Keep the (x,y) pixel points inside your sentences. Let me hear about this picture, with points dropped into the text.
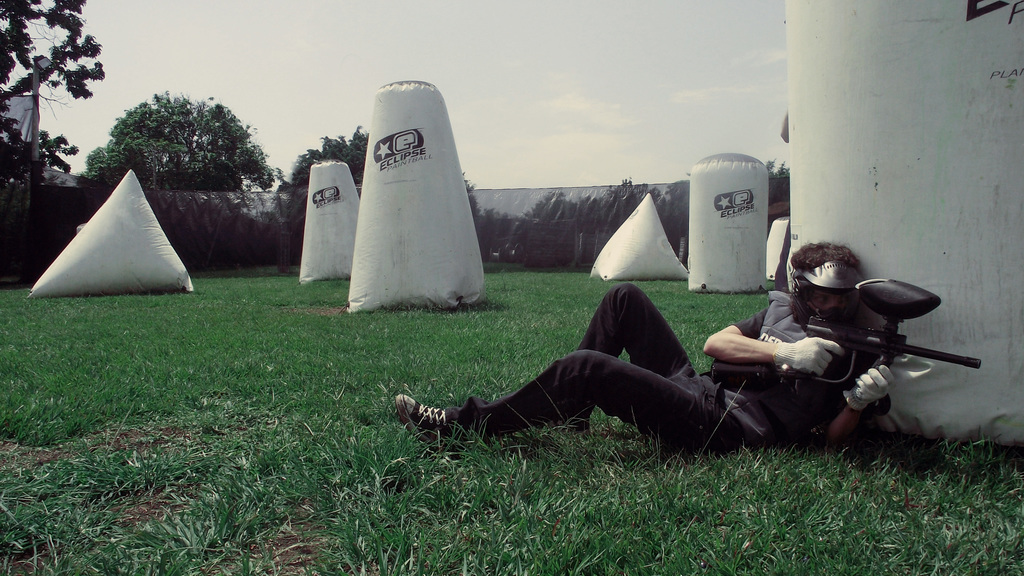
In this image I can see a person (719,385) is holding a gun (935,355) in hand (821,366) is lying on the grass (627,437). In the background (543,238) I can see pillars (316,235), fence (259,260), trees (101,160) and the sky (384,51). This image is taken during a day.
